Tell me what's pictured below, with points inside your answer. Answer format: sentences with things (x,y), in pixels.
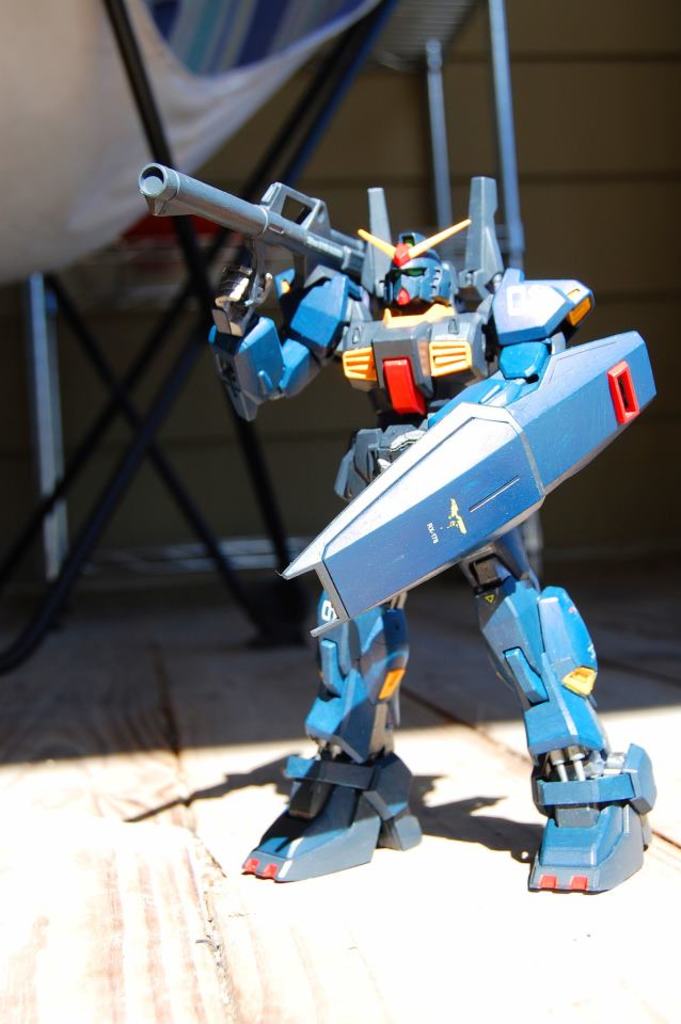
In the center of the image (276,376), we can see a robot (340,341) and in the background (253,80), there is a tent (367,7).
